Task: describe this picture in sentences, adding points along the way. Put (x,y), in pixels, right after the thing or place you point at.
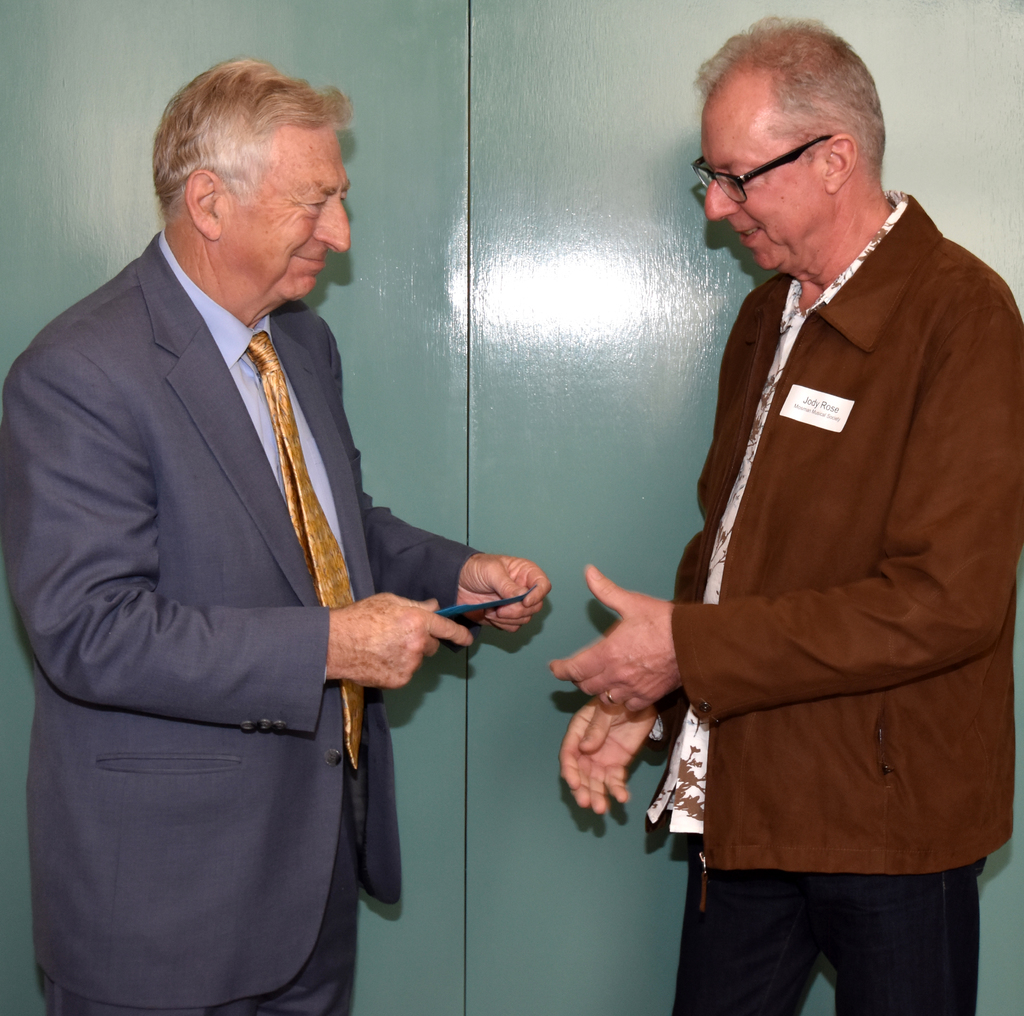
In this image we can see two people (250,716) standing. The man (204,822) standing on the left (339,650) is holding a card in his hand (398,622). In the background (477,403) there is a wall (491,365).
